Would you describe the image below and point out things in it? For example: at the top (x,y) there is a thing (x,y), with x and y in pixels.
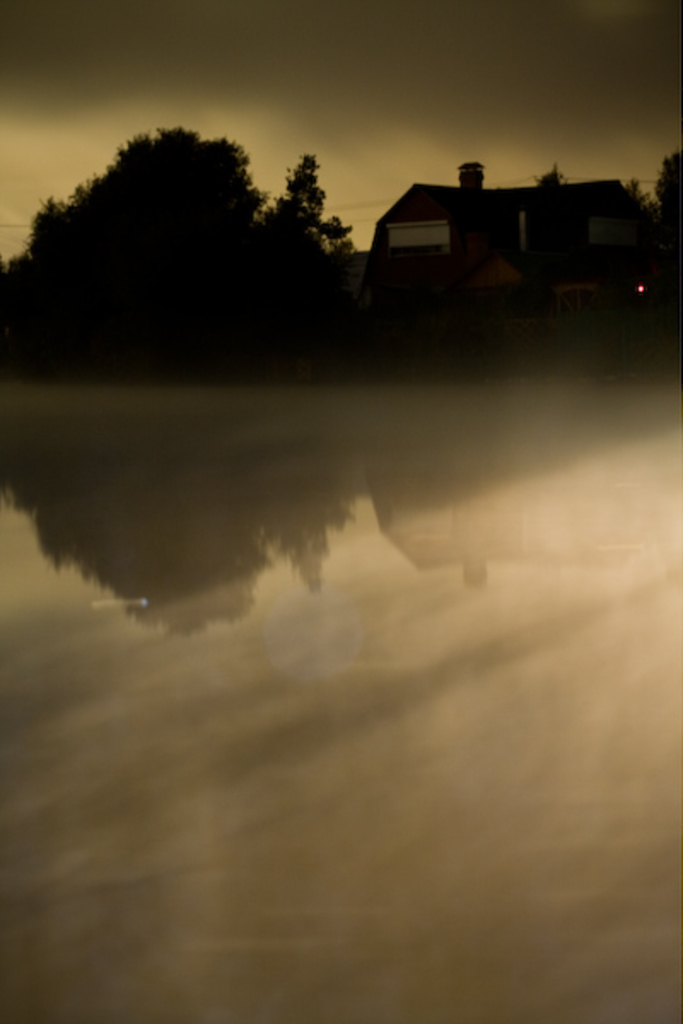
In this picture there are trees (204,312) and a house (513,226) at the top side of the image (267,275).
